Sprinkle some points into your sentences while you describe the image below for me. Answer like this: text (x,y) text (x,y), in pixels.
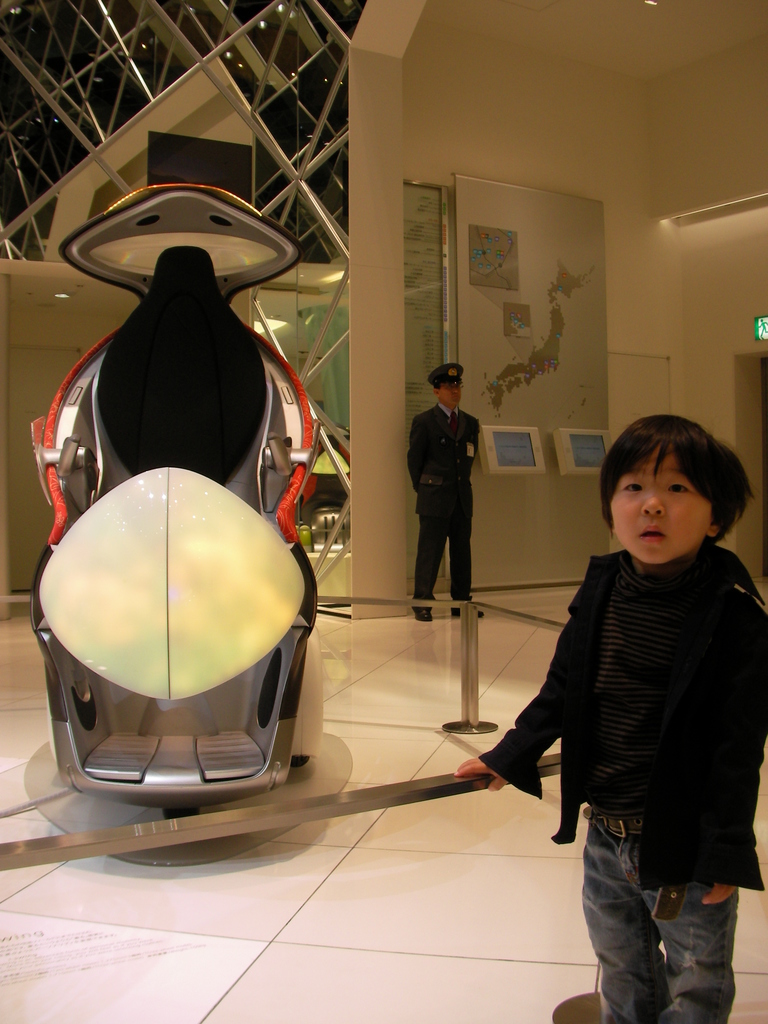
This image is inside of a museum (334,620), in this image there is a security guard (438,432) and a child (626,623), beside the security guard (435,447) there are two monitors (531,466), behind the monitors (534,458) on the wall (579,279) there is a map (522,319).
